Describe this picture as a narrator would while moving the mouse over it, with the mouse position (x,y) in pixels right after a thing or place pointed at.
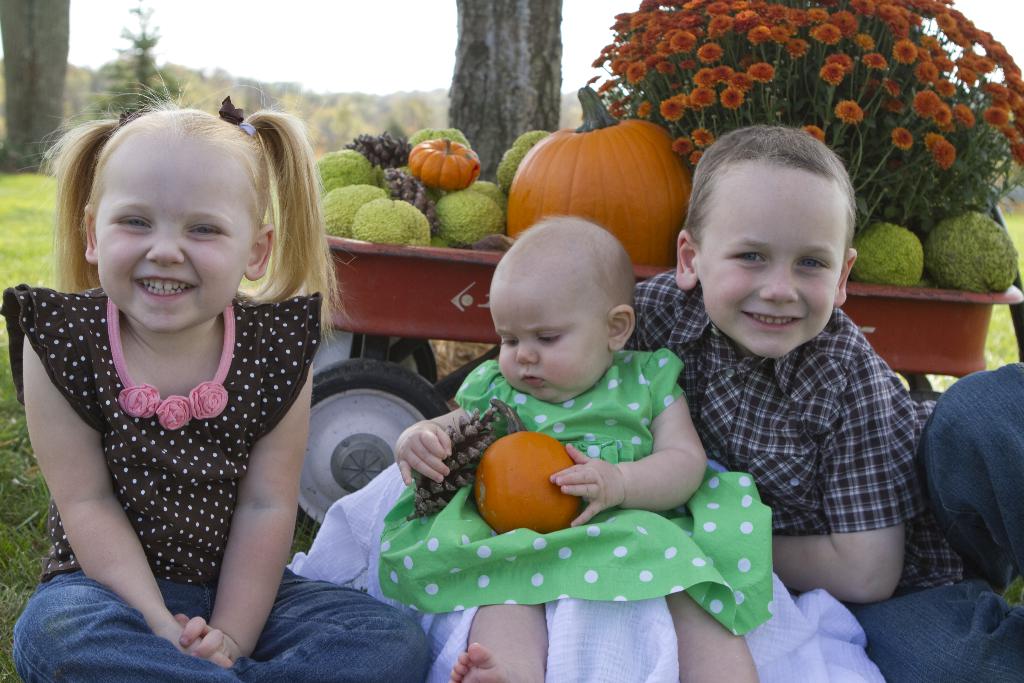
In this picture we can see three kids (232,456) sitting on the ground (13,534), at the bottom (14,521) there is grass (26,539), on the right side (950,307) there is a trolley (947,308), we can see two pumpkins (579,203), some fruits (490,184) and flowers (846,104) present in the trolley (486,255), in the background (474,81) there are some trees (483,117), we can see the sky (297,57) at the top of the picture (308,31).
